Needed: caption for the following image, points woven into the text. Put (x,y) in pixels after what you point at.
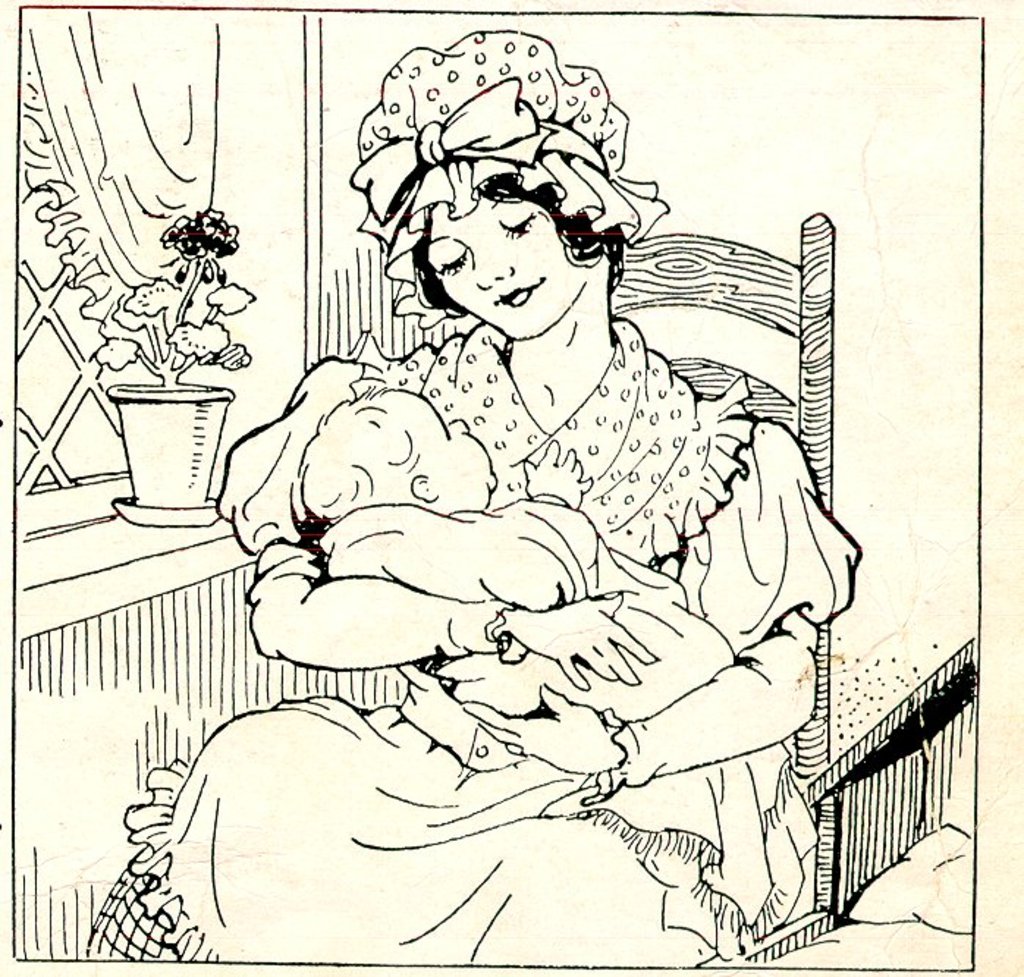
Here in this picture we can see a printed sketch (328,689) of a woman (434,170) and a baby (517,515) sitting on a chair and beside her we can see a plant (203,402) present over there.
